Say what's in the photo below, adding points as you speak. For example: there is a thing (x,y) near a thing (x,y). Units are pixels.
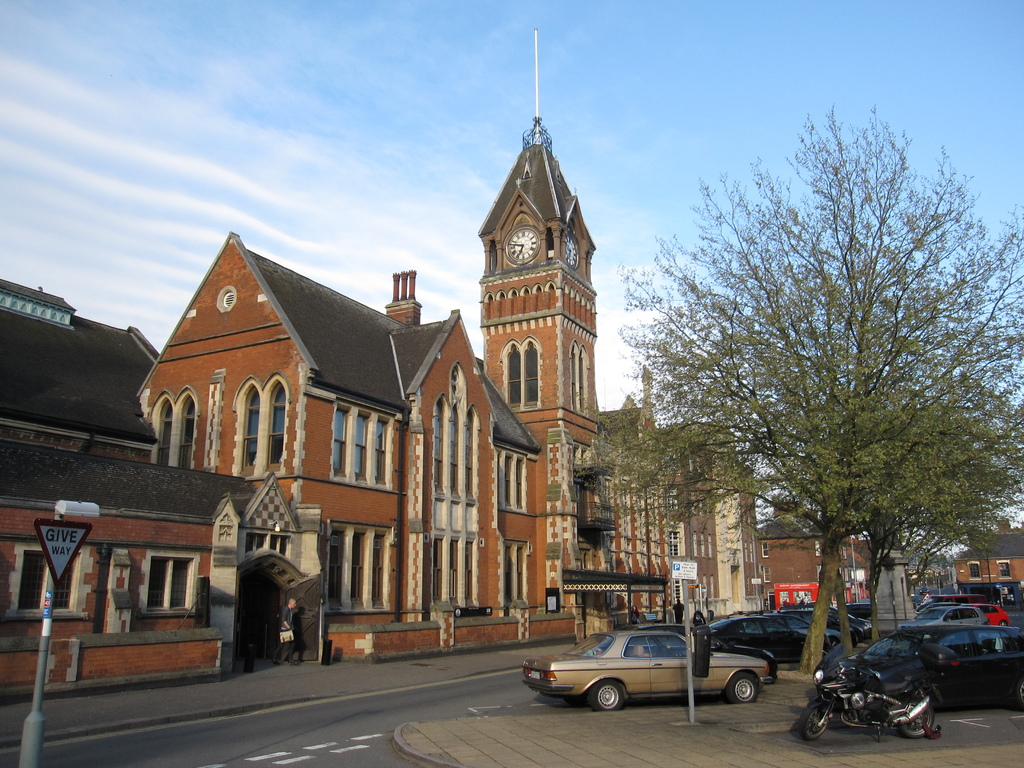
In this image I can see few vehicles (902,711), background (139,446) I can see few buildings (145,407) in brown and cream color and the clock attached to the building (145,472), trees (680,405) in green color and the sky (483,125) is in white and blue color.
